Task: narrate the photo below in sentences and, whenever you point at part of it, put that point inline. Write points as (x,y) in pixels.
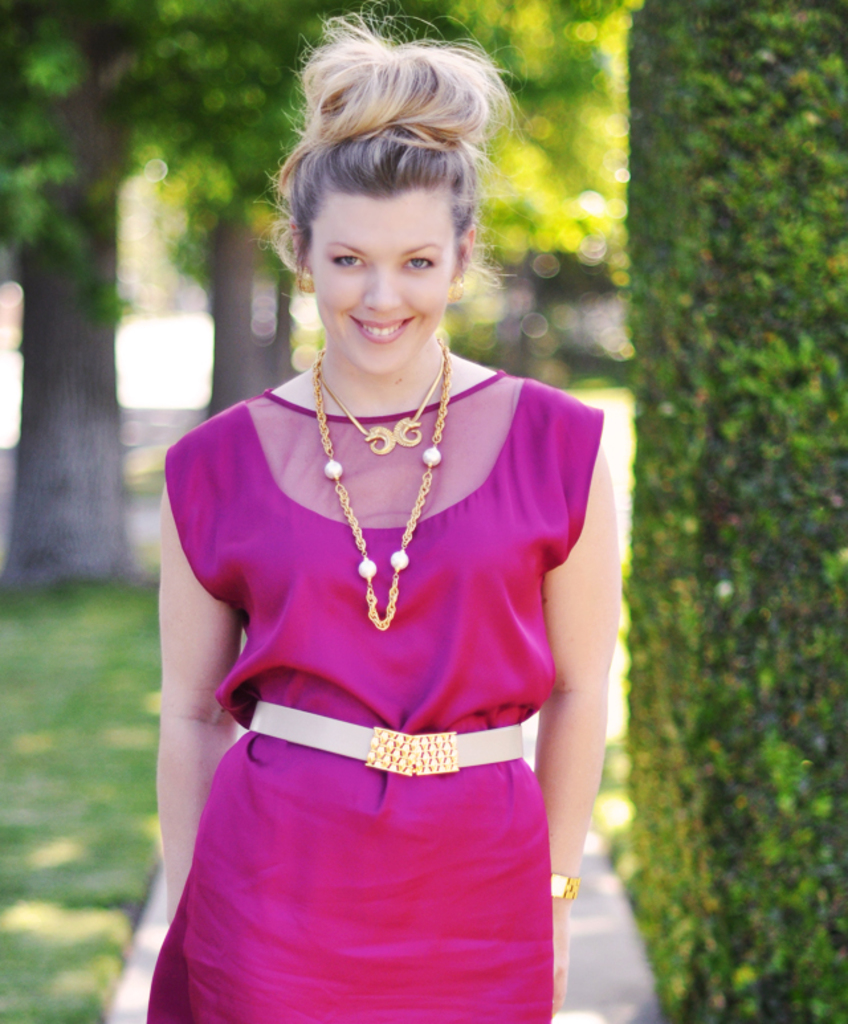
In this picture we can see a woman (202,791). She is wearing a beautiful pink dress (475,614) and smiling. In the background (483,180) we can see trees (105,267) and grass (71,678).
